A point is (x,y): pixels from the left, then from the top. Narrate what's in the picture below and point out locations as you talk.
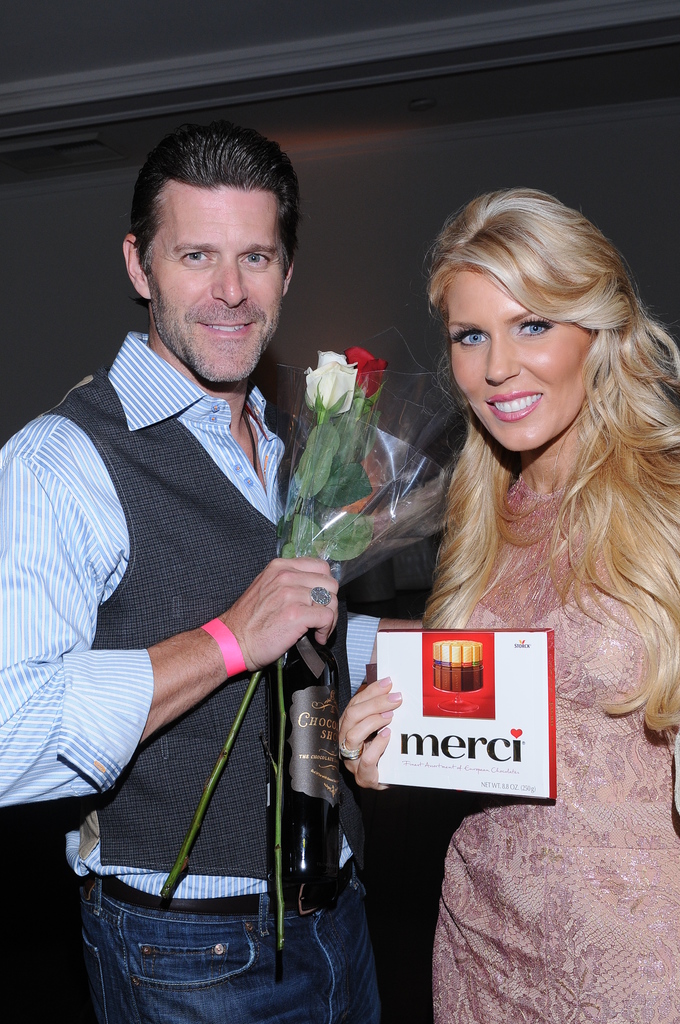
In this image, we can see two people (211,407) man (260,507) and woman (495,478). The man (180,459) is holding flowers (312,398) in his hand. On the right side (572,520), we can see a woman (581,610) holding a box (555,712) in her hand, on the box (543,733), we can see some pictures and some text (464,759) written on it. In the background (406,177), we can see a black color wall (607,225). At the top (46,105), we can see a roof (206,72).
